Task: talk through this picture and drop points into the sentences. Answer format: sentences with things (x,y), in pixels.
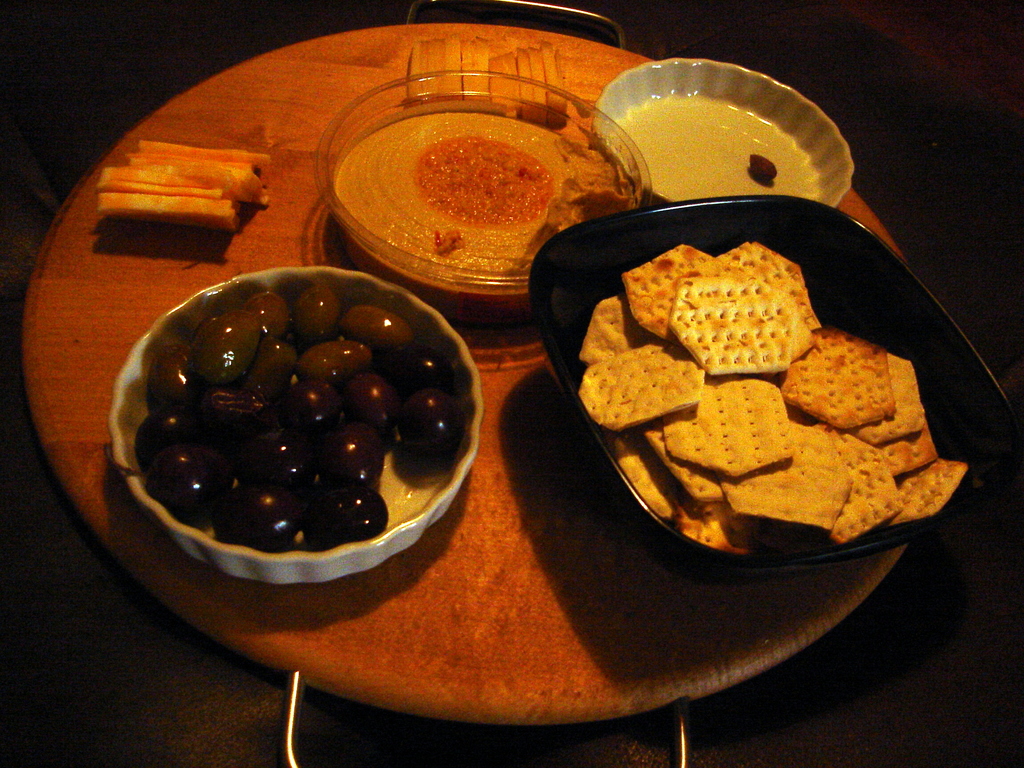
In this picture we can see some bowls (232,281) on it some eatable (619,361) this is placed on the table (277,636).
